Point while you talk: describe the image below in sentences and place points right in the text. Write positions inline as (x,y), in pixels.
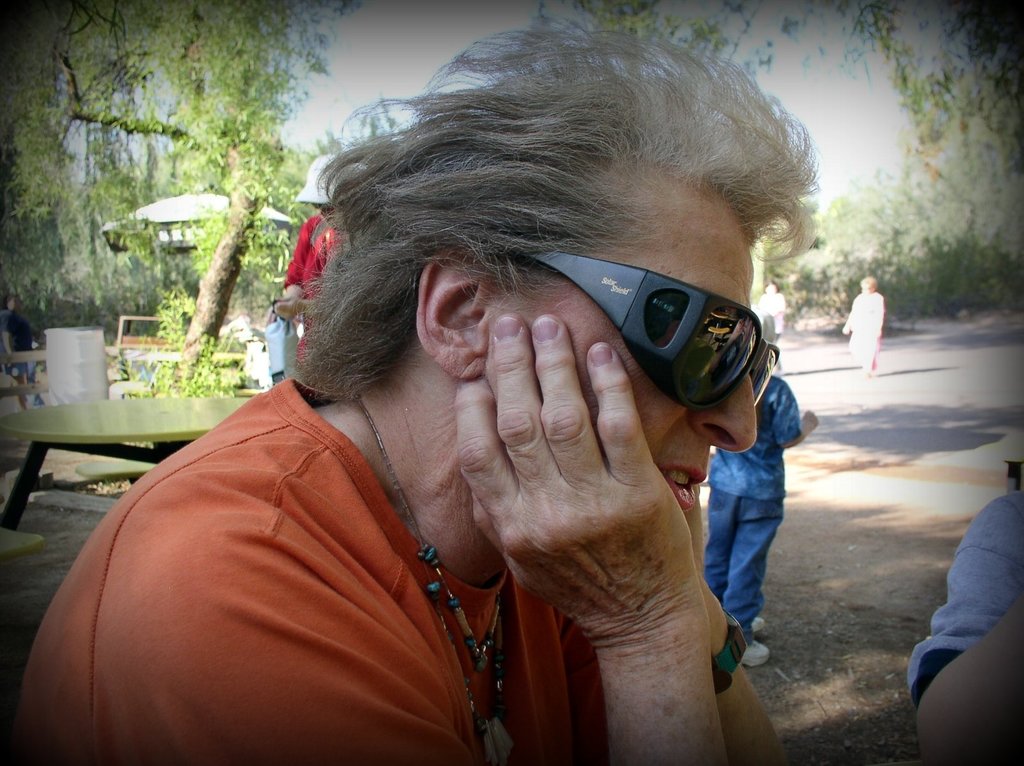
This image consists of a woman (349,633) wearing orange t-shirt (318,540) and black shades (695,356). At the bottom (838,635), there is a ground (66,468). To the left (73,439), there is a table (130,412). In the background (189,185), there are trees (243,142) along with sky (883,138).
